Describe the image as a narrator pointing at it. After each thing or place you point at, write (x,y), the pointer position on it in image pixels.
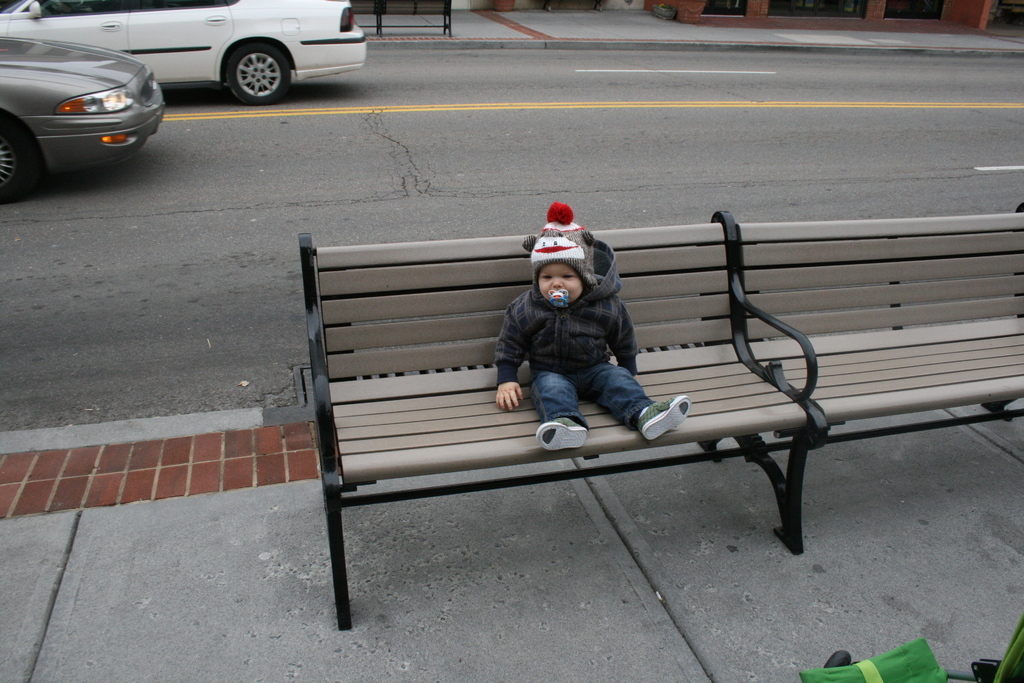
This is a boy (537,401) sitting on the bench (464,427) which is beside the road (254,276). These are the two cars (157,84) moving on the road (364,137).
